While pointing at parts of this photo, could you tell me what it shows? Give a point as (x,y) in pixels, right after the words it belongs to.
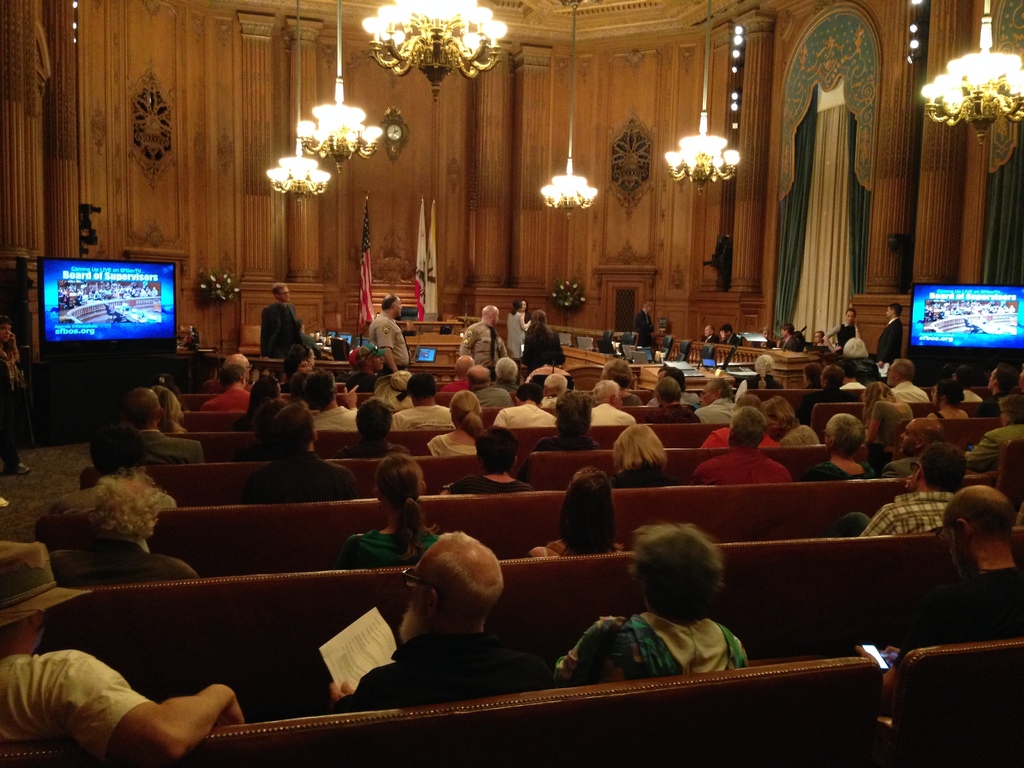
In this picture I can see a number of people (505,377) sitting on the chair (494,537). I can see tables (442,338). I can see the flags (424,303). I can see televisions (161,300) on the left (146,305) and right side (986,336). I can see a number of chandeliers (421,66).
